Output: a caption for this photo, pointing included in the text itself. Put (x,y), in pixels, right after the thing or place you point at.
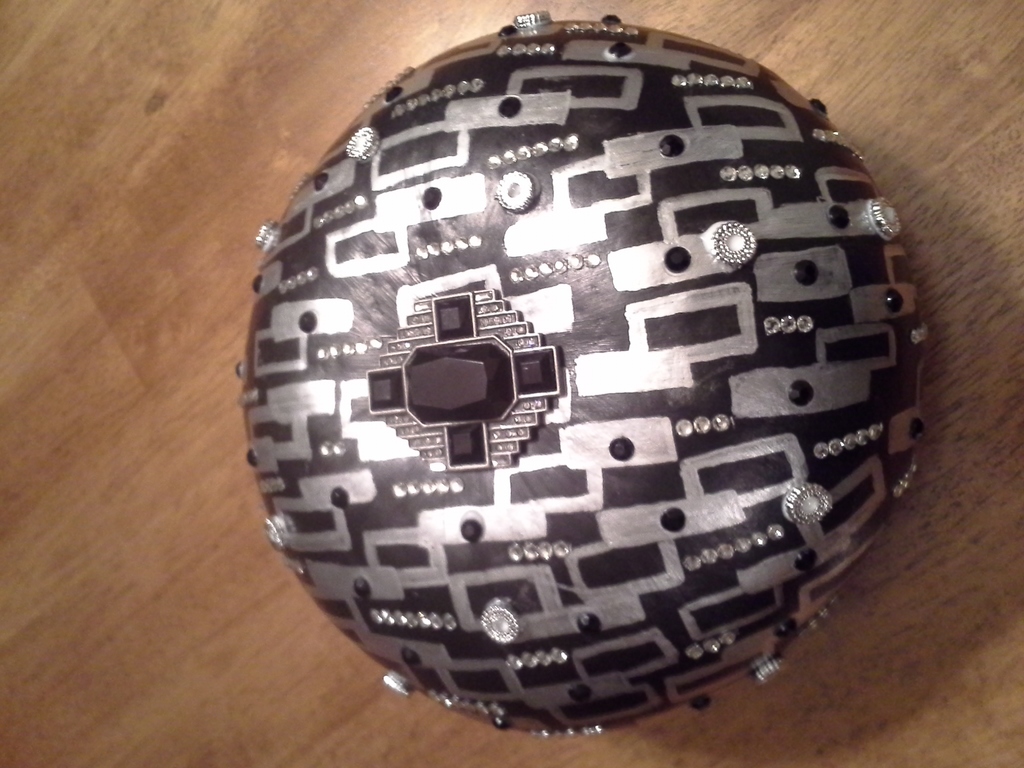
In this image I can see an object (564,397) on the brown color surface (255,578). The object (693,302) is in black and silver color. And I can see some stones (469,388) on it.
